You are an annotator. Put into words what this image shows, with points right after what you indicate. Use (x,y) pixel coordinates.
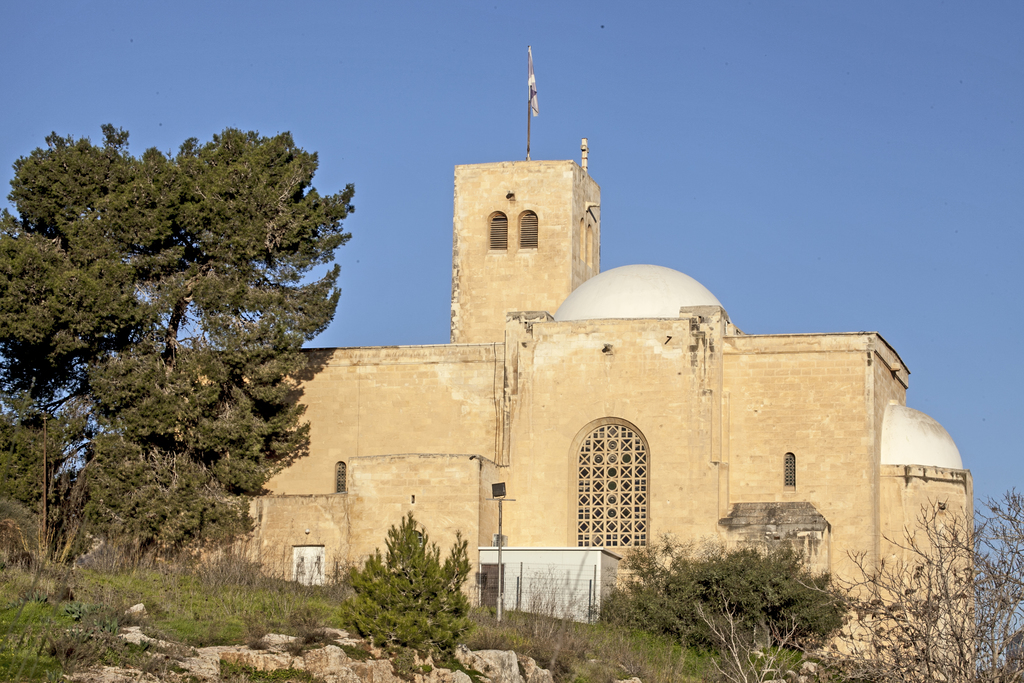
In this picture I can see there is a building (636,511) and it has windows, there is a flag pole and a flag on the building (563,255). There are rocks (139,604), plants (795,632), trees (4,478) at right (894,594) and left sides. The sky (370,64) is clear.
